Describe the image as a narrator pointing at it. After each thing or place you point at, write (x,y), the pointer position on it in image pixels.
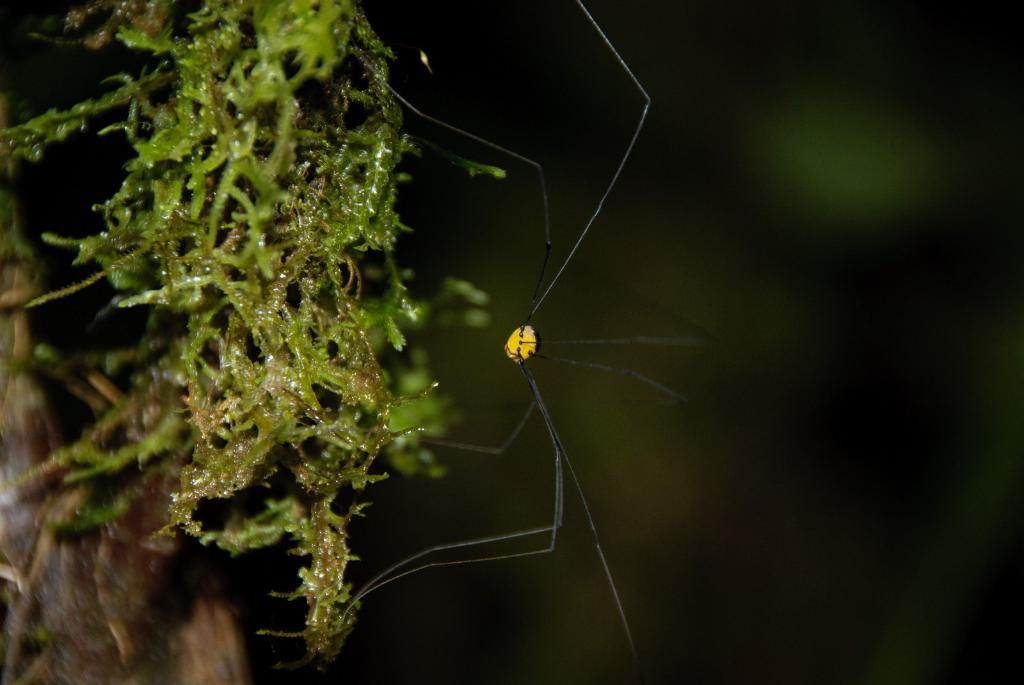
This image is taken outdoors. On the left side of the image (155,266) there is a tree (241,205). In the middle of the image (488,451) there is a spider (527,351).
